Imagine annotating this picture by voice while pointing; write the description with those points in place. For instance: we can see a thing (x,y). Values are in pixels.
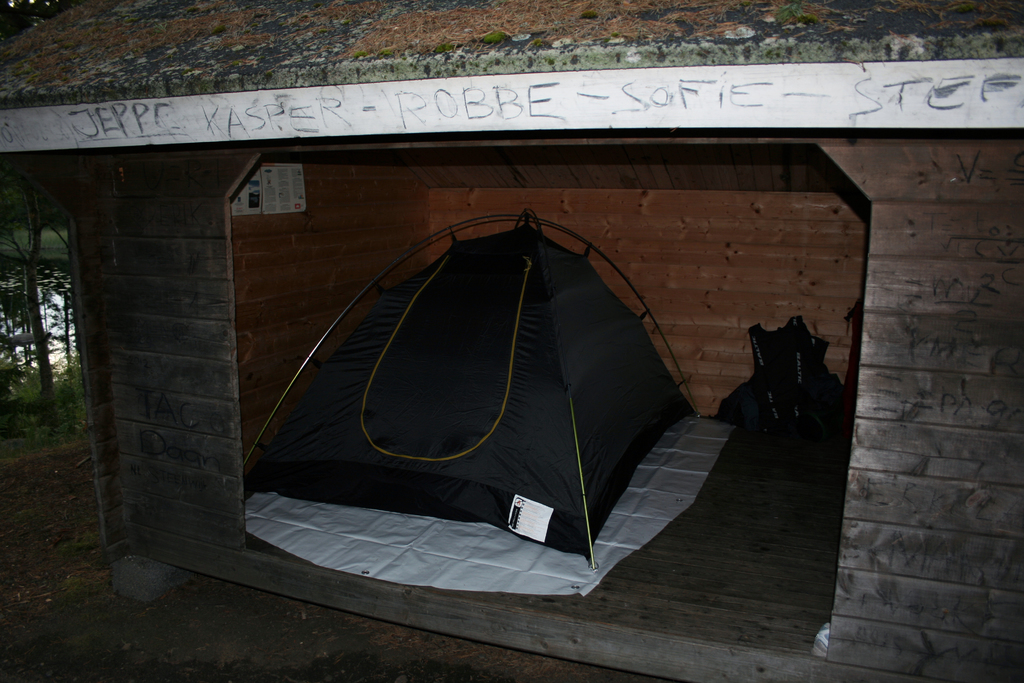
There is a building (184,221) with wooden wall (924,516). Inside the building (924,516) there is a black tent (472,314). On the wall (350,257) there is a white color board (254,201). In the background (45,382) there is water (50,289) and trees (30,252).
